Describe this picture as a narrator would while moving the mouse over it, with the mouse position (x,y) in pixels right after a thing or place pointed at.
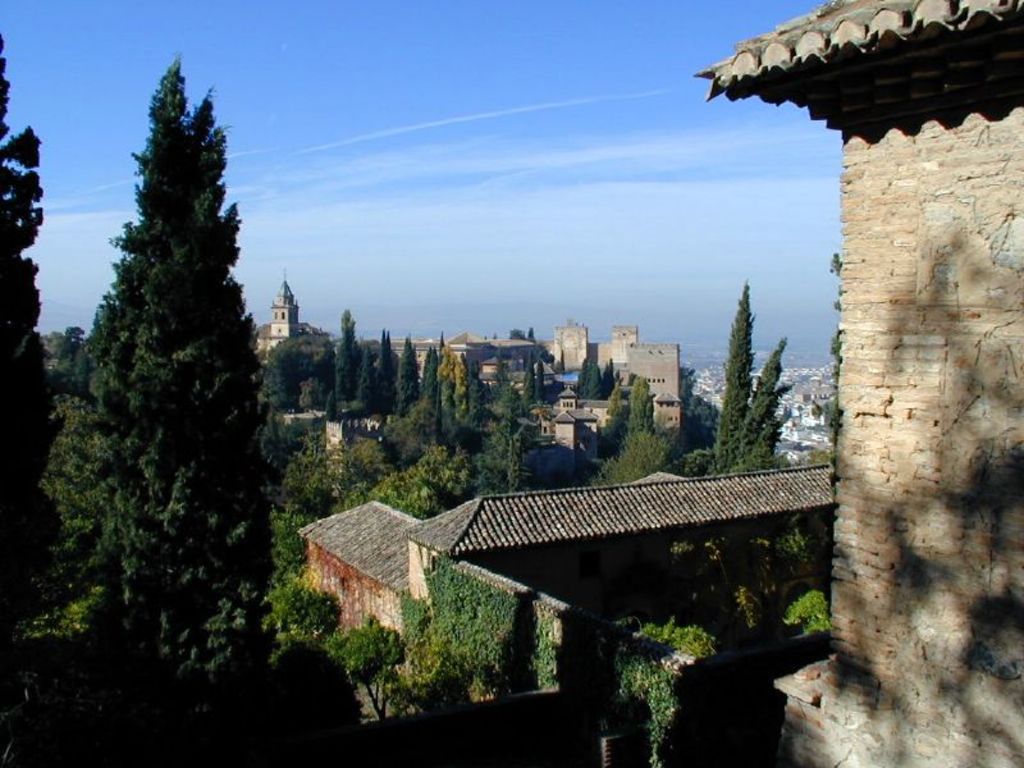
In this image we can see buildings (908,417) and trees (240,460). At the top of the image (386,39), we can see the sky (464,65).
